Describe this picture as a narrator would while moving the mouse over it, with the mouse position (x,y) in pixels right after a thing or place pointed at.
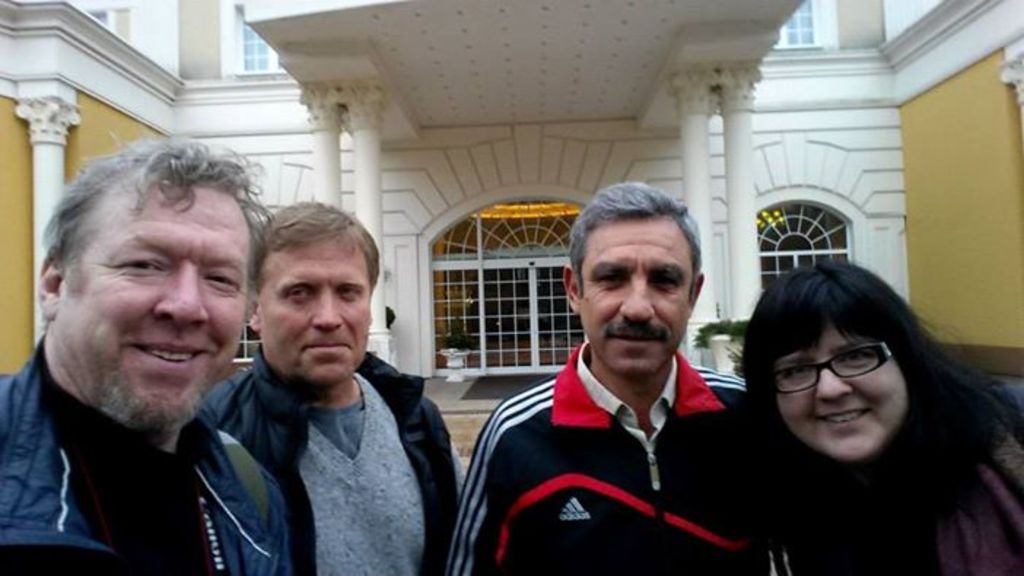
In this image I can see four persons (609,363) standing. In front (609,515) the person (617,467) is wearing black, white and red color dress (590,402). In the background (472,68) I can see the building (47,37) in yellow and white color and I can also see few glass windows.
